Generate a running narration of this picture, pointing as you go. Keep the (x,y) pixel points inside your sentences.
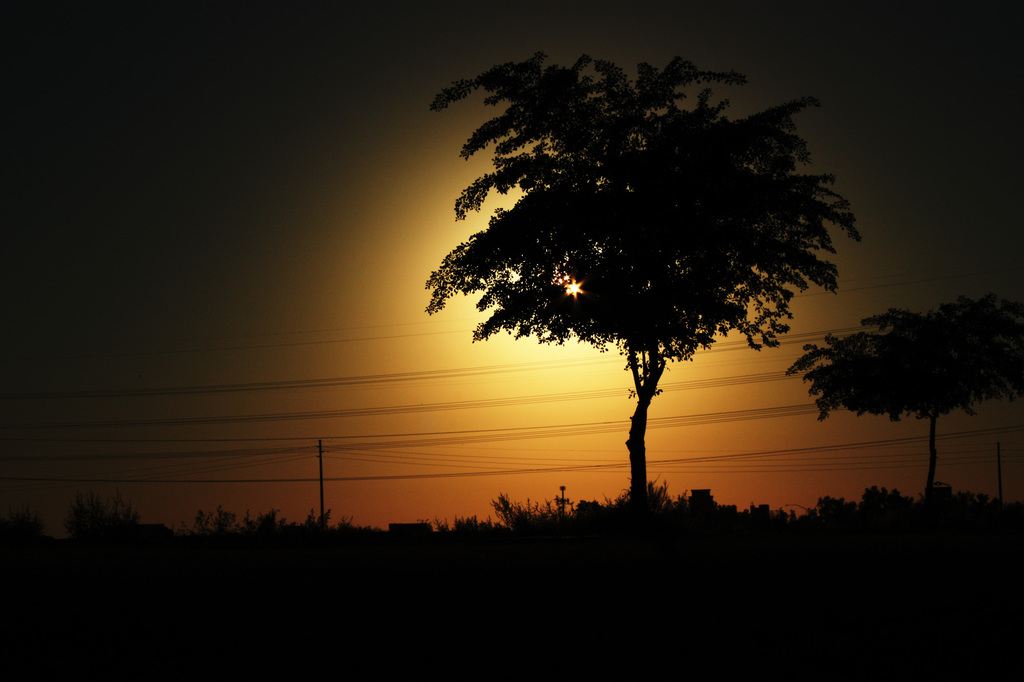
In this image we can see some trees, poles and wires (554,469), in the background (525,460), we can see the sun set (525,460) and the sky (504,424).
